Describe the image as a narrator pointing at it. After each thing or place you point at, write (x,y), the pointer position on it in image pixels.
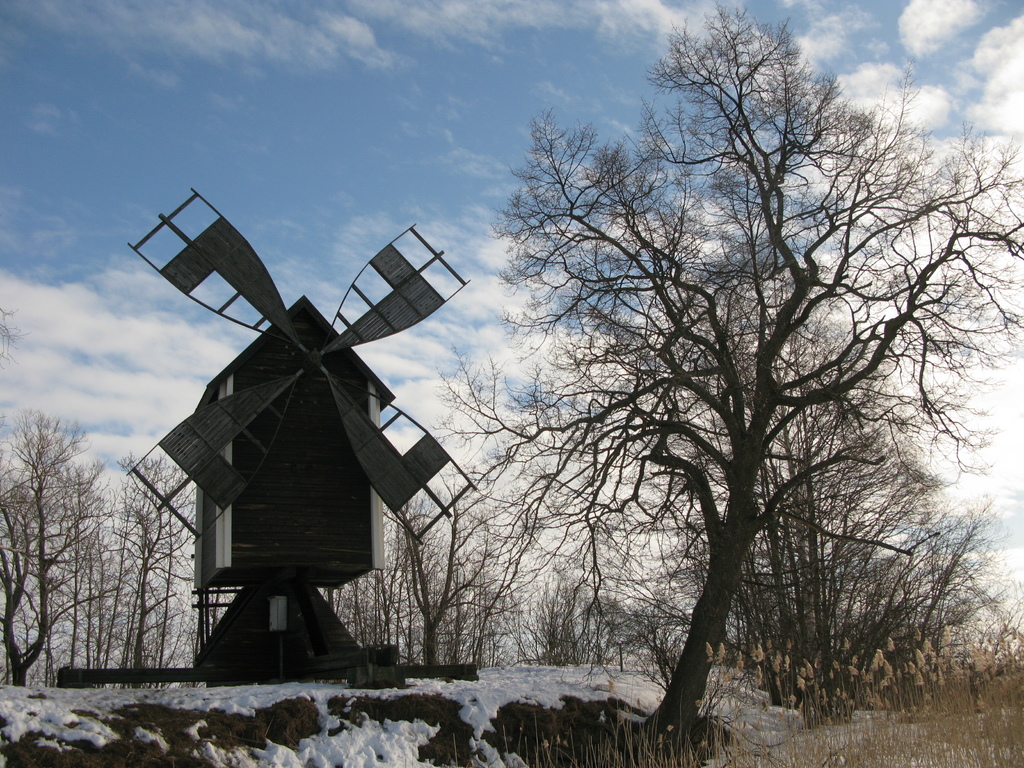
In this image on the left side (237,374) there is a windmill (337,454), and also there are some trees (522,645). At the bottom (366,711) there is snow (271,696) and some plants (965,710), and at the top (193,155) there is sky (147,140).
